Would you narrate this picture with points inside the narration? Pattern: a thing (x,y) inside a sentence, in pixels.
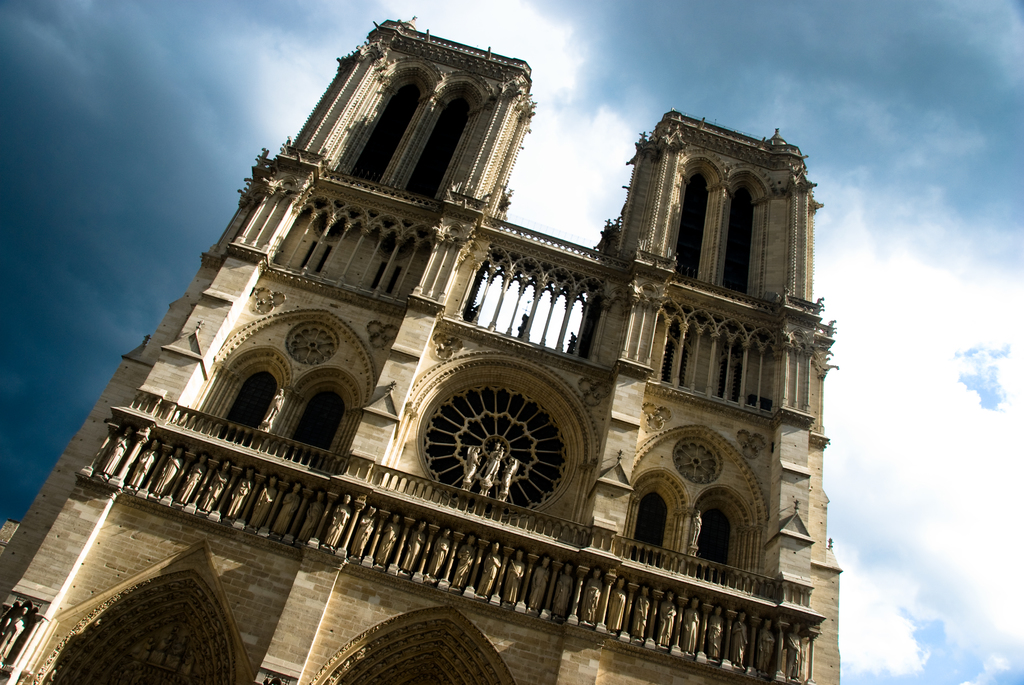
We can see building (587,436) and we can see statues (511,485) and windows (244,396). In the background (1013,336) we can see sky (877,45) with clouds (933,486).
